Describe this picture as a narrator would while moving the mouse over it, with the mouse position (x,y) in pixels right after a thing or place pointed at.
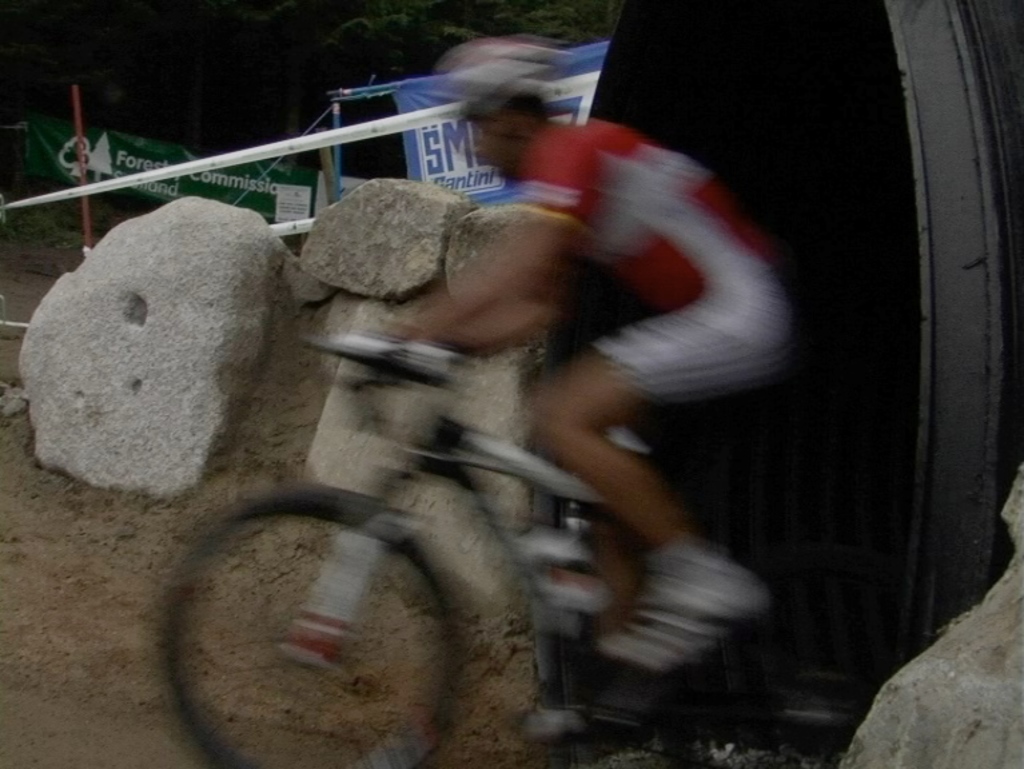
This is a blurred image. In this picture, man (565,162) in red and white t-shirt (650,195) riding bicycle (417,575). Beside him, we see rock (334,261). Beside that we see banner (420,158) which is blue in color and beside that, we see trees (357,23).
